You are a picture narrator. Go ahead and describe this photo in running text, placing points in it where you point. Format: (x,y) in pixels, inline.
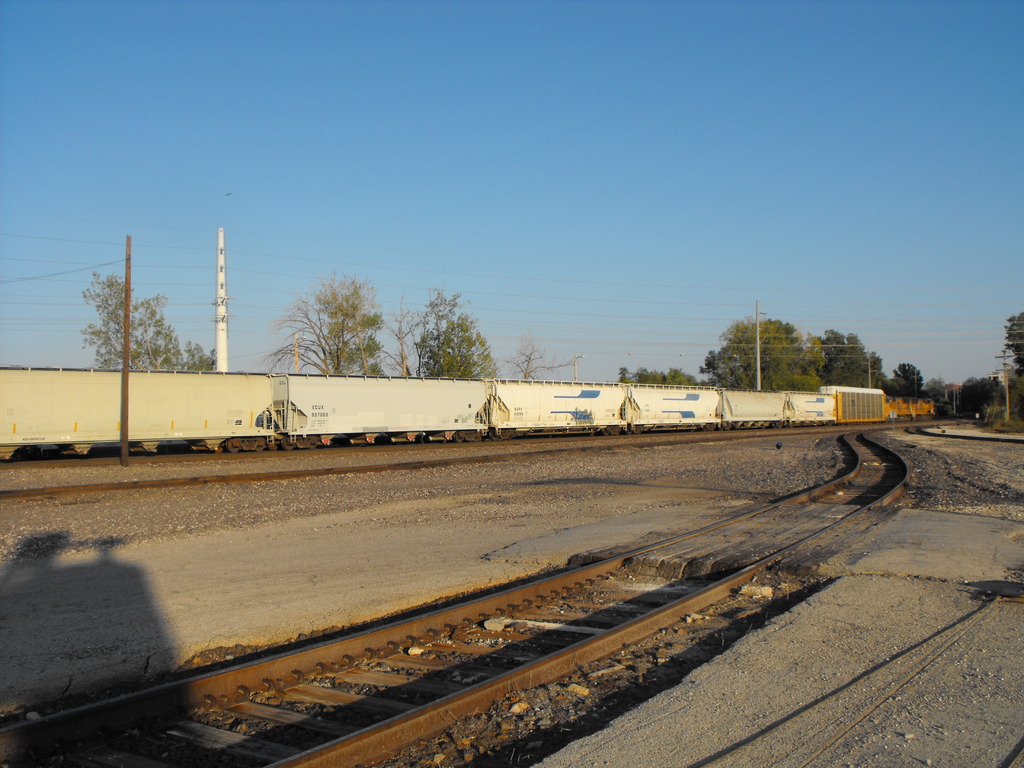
In this image we can see a train (529,404) on the track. We can also see some stones (536,468), a group of trees (774,382), some poles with wires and the sky (606,332) which looks clear.
